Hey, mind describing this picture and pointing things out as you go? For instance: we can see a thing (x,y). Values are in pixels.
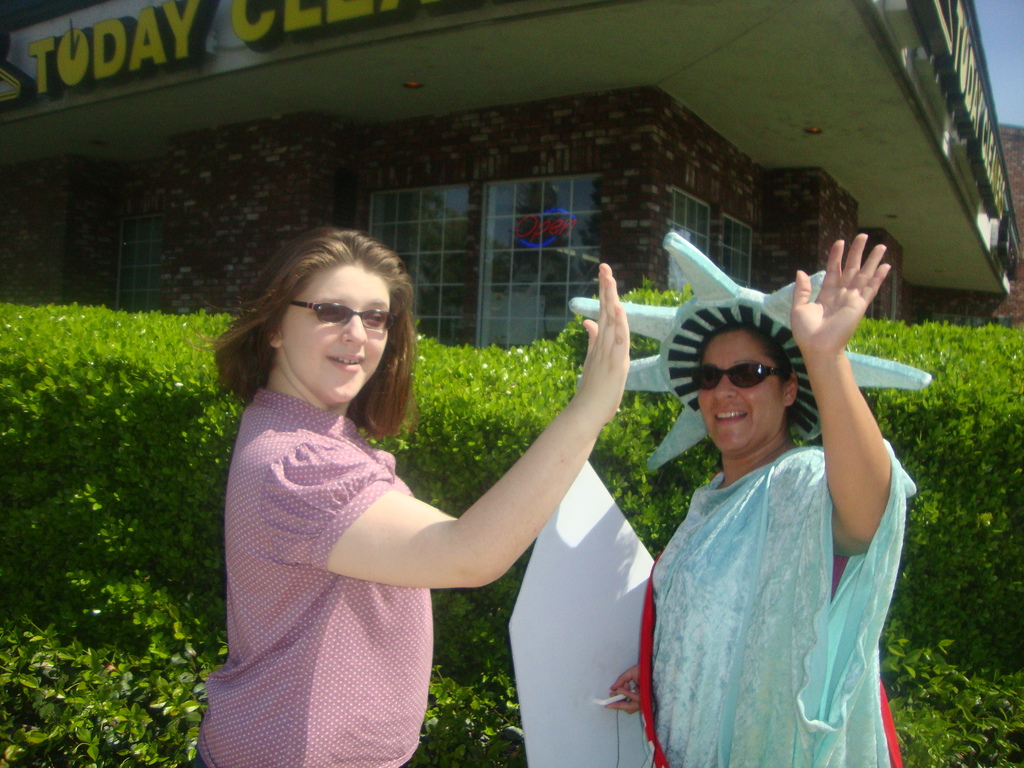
In the foreground of the picture (616,432) we can see two women (679,662) and plants (154,491). In the background (677,163) we can see a building (846,148). At the top right (1001,46) it is sky (998,93).
